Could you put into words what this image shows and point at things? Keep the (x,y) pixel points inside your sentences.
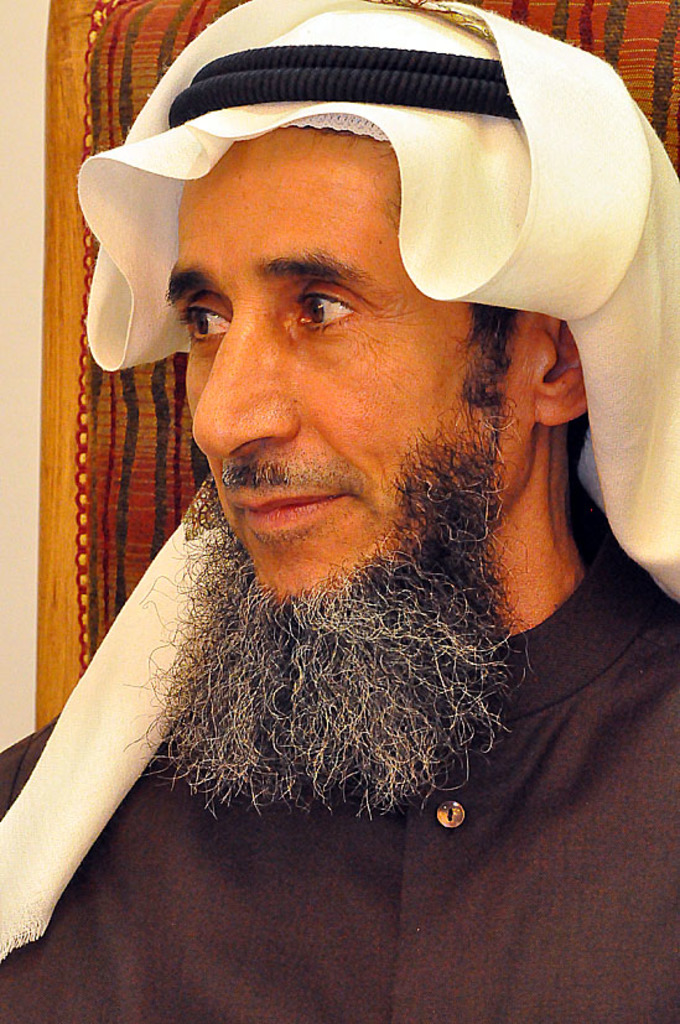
In this picture we can see a person (255,195) with the "Arab turban" (225,46). Behind the person (150,859), it looks like a chair (52,469) and the wall (21,450).
